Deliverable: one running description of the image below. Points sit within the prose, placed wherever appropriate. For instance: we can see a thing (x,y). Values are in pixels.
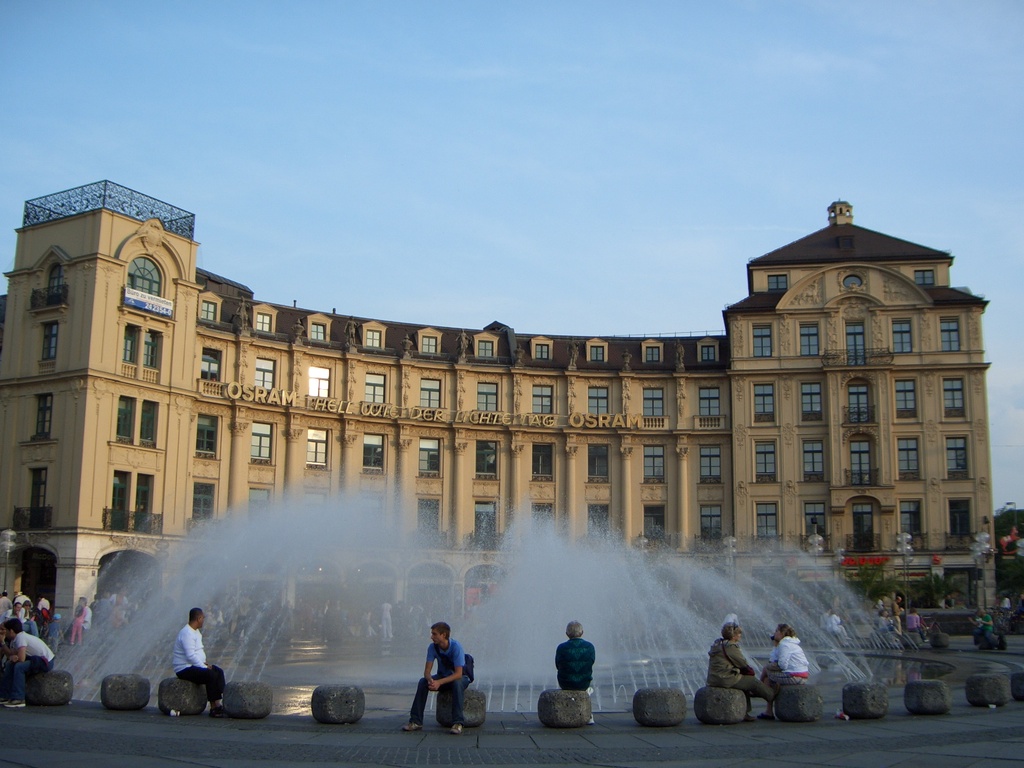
At the bottom of this image (1003,685), there are rocks (125,684) arranged. On some of these rocks (846,685), there are persons (27,662), sitting. In the background (488,552), there is a fountain (798,573), there are persons (985,637), there is a building (991,530) which is having windows (759,407), there are trees (1005,519) and there is a sky (420,115).
